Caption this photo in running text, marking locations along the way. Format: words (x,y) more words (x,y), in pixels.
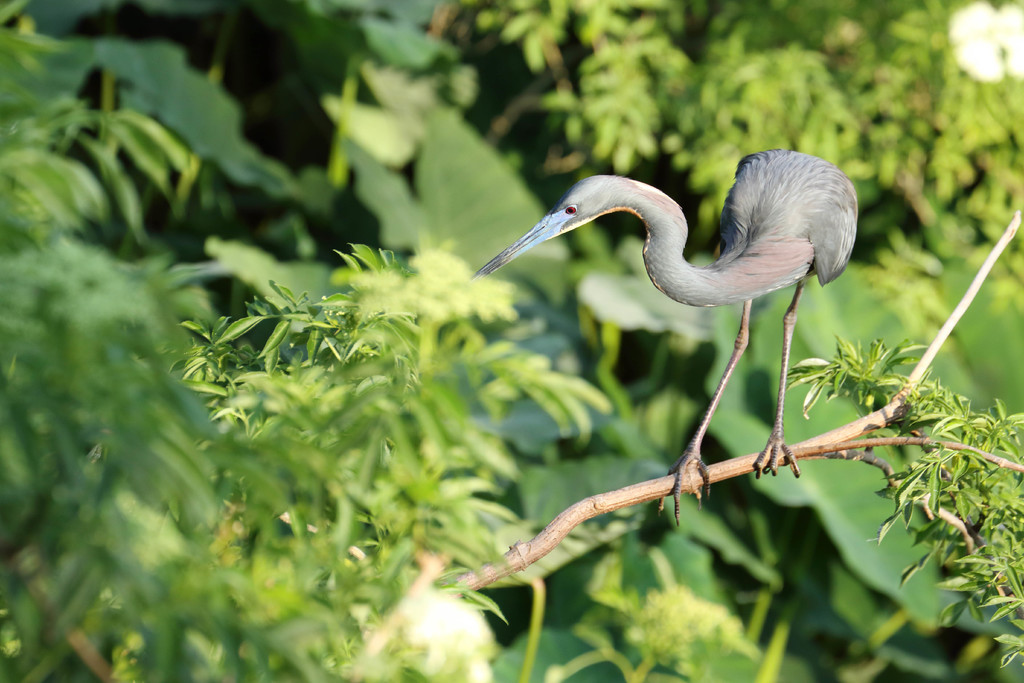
In this image we can see a bird (821,253) on a tree (737,459). Behind the bird (821,240) we can see a group of trees (430,489).
